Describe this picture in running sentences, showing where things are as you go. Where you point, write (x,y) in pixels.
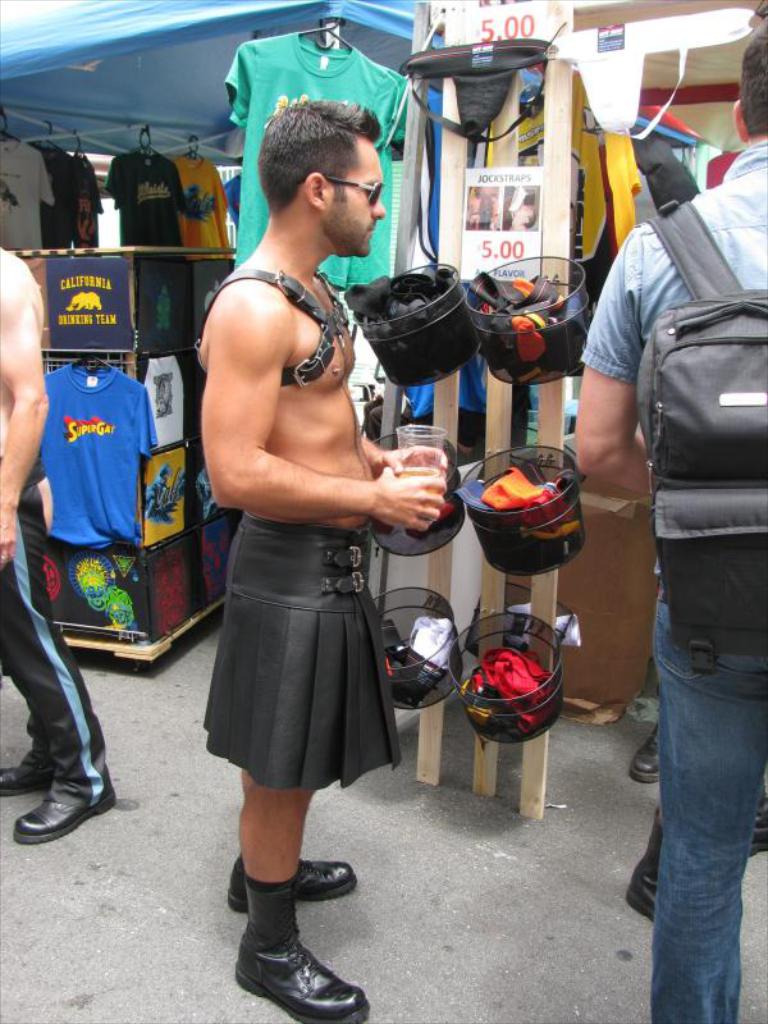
In the middle of the image (435,450) few people (1,304) are standing and he is holding a glass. Behind them there are some clothes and tents (78,71).
